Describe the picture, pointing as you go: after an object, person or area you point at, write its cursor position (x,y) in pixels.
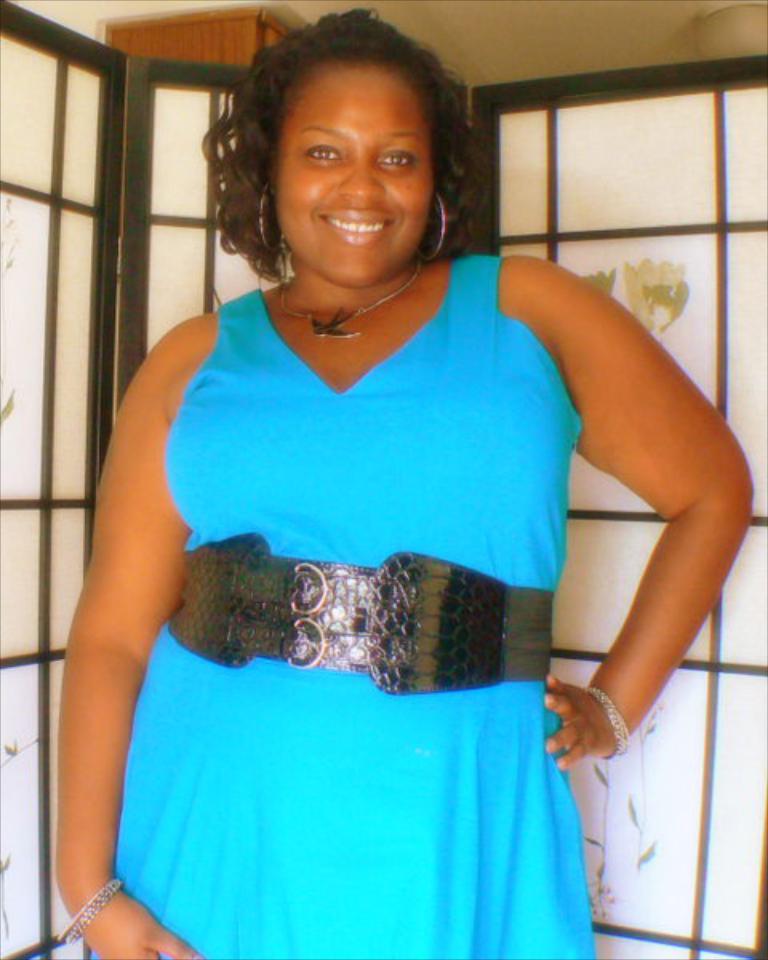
In this image, in the middle (462,525), we can see a woman (298,406) wearing a blue color dress (414,456). In the background (719,257), we can see a room divider (719,257). At the top (657,49), we can see a roof (603,41).
